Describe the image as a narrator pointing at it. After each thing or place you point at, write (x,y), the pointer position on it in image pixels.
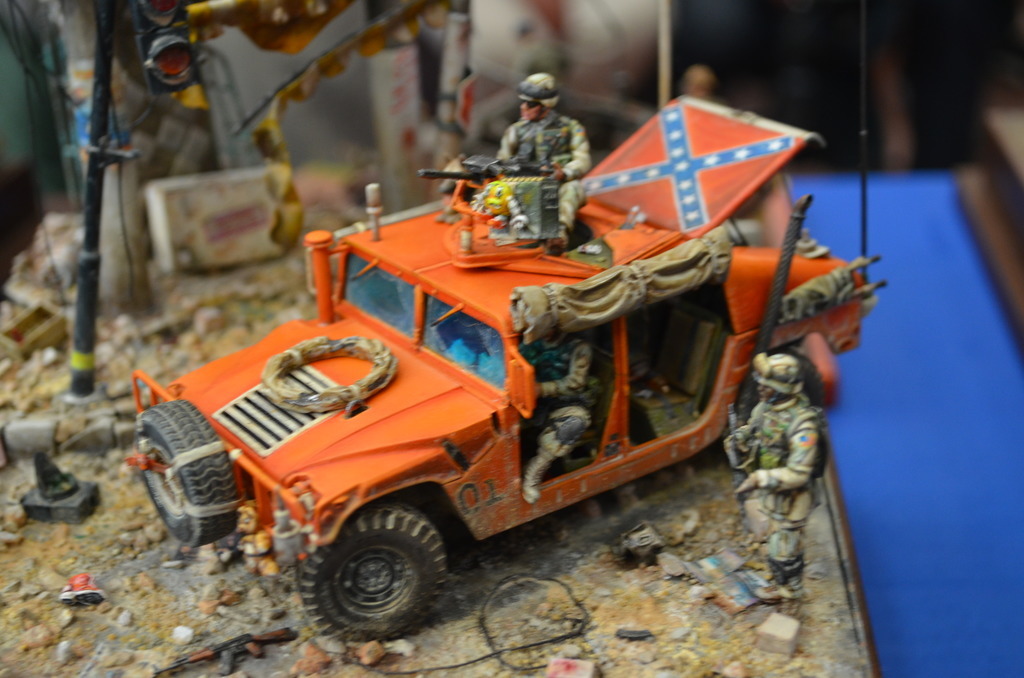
In the image there is a toy vehicle (446,283) and some toys of soldiers (561,153) kept on a table (532,606) and the background of the toys (446,320) is blur.
